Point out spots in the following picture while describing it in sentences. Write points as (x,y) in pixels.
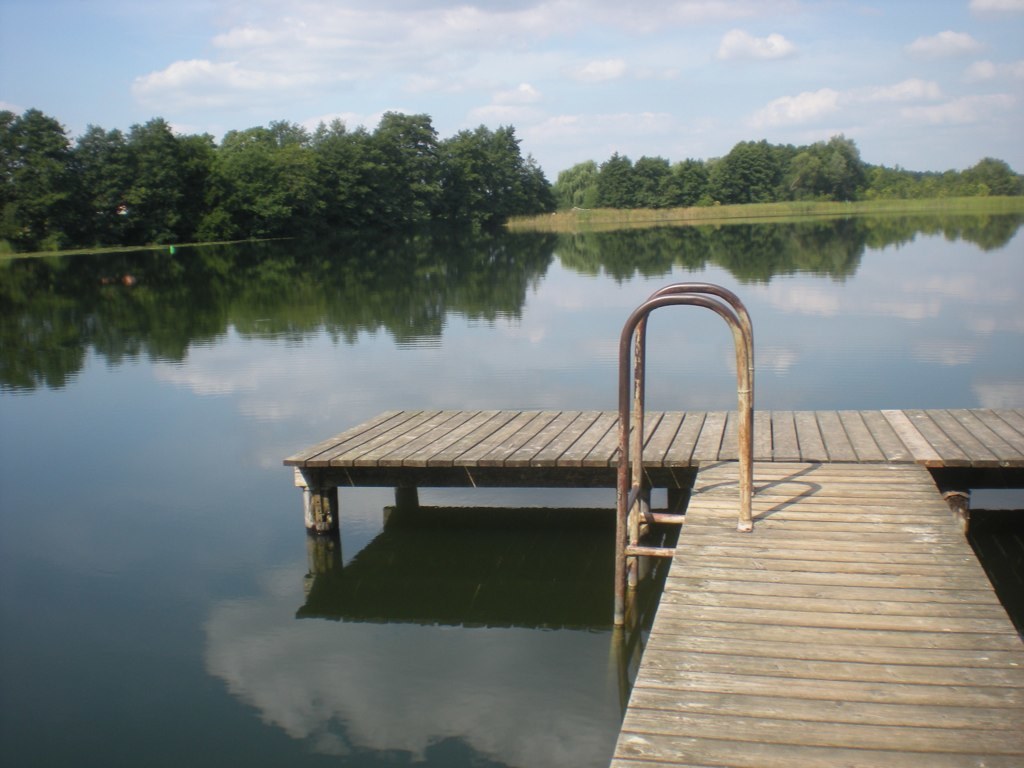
In this picture I can see a wooden pier (741,534), a step pool ladder (746,517), water (630,293), trees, and in the background (662,96) there is sky (646,78).
